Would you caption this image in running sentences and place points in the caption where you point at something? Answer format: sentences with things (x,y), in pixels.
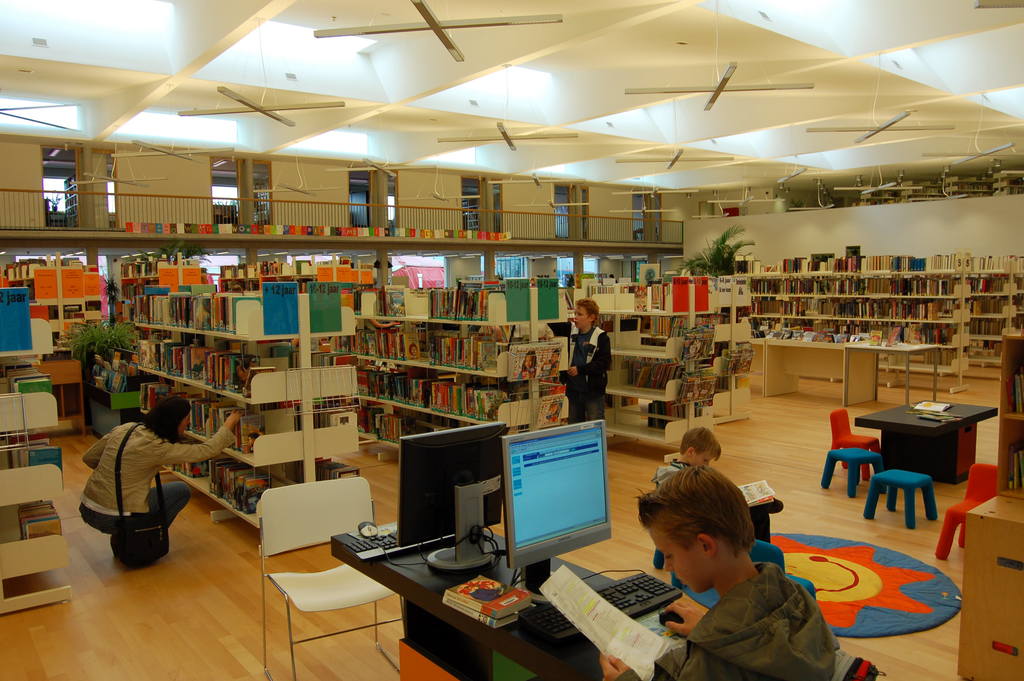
This is the picture of a place (636,492) where we have some shelves (14,450) in which there are some books (527,369) arranged and around there are some other people (717,602) and some chairs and tables (427,594) on which there are some things (671,637) and computers (431,480).
